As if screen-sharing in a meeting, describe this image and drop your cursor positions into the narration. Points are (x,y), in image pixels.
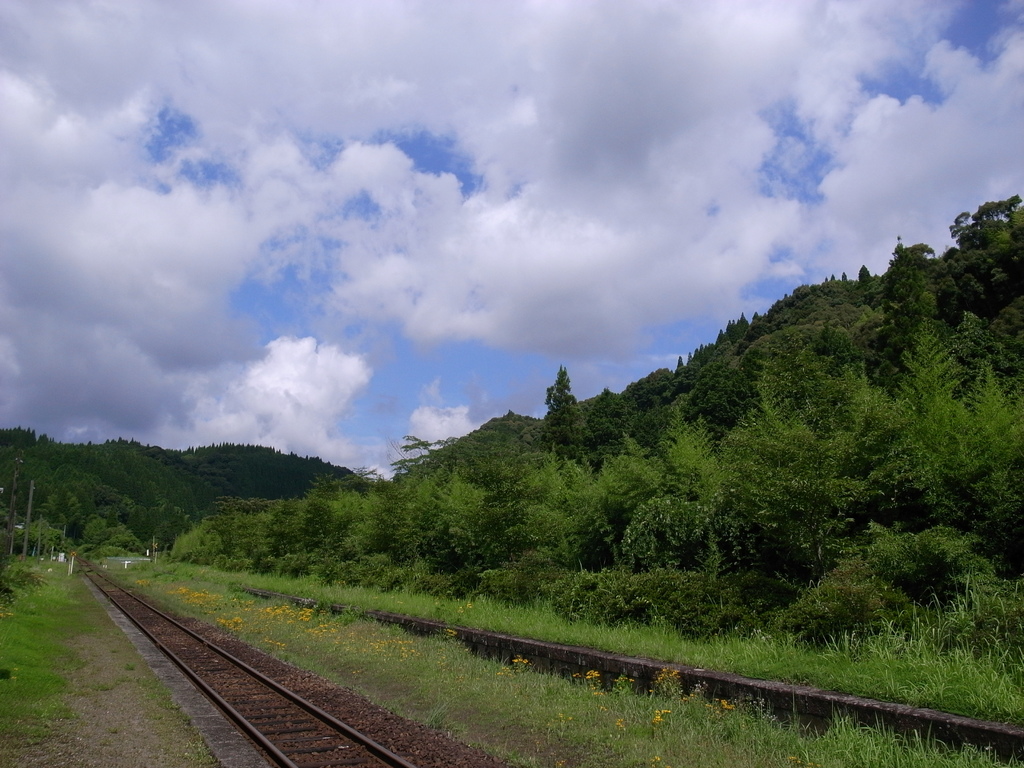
In the center of the image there is a railway track (148,611). There is grass (407,653). In the background of the image (327,528) there are plants (257,493), sky (305,281) and clouds (412,320).
